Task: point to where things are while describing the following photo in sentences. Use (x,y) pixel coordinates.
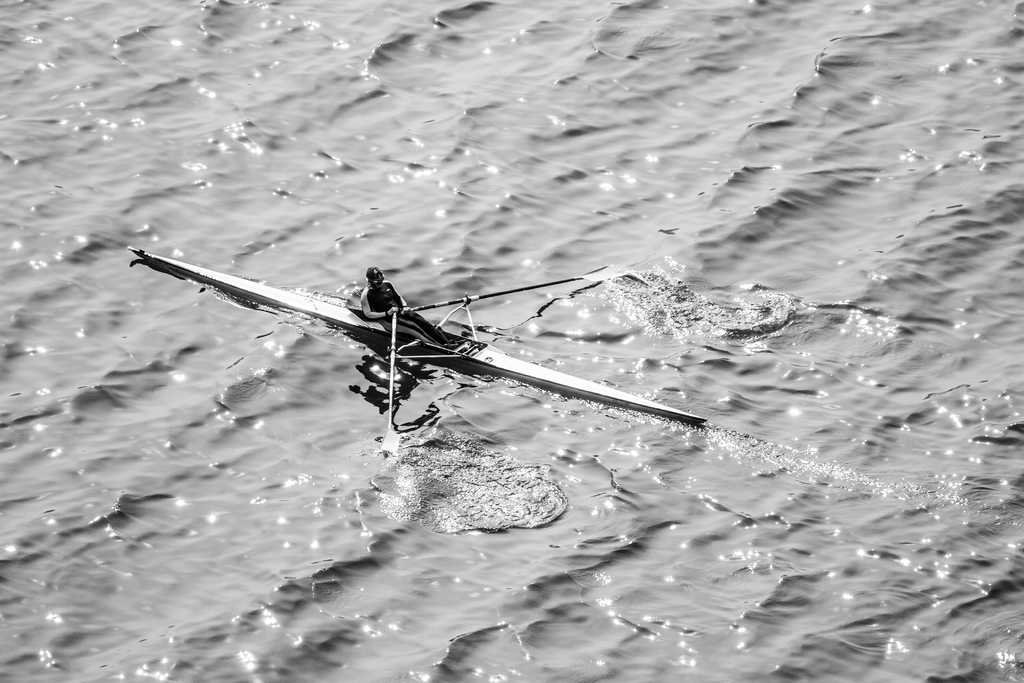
This is a black and white image. There is a person (381,285) riding a boat (450,316) in water (588,437).
